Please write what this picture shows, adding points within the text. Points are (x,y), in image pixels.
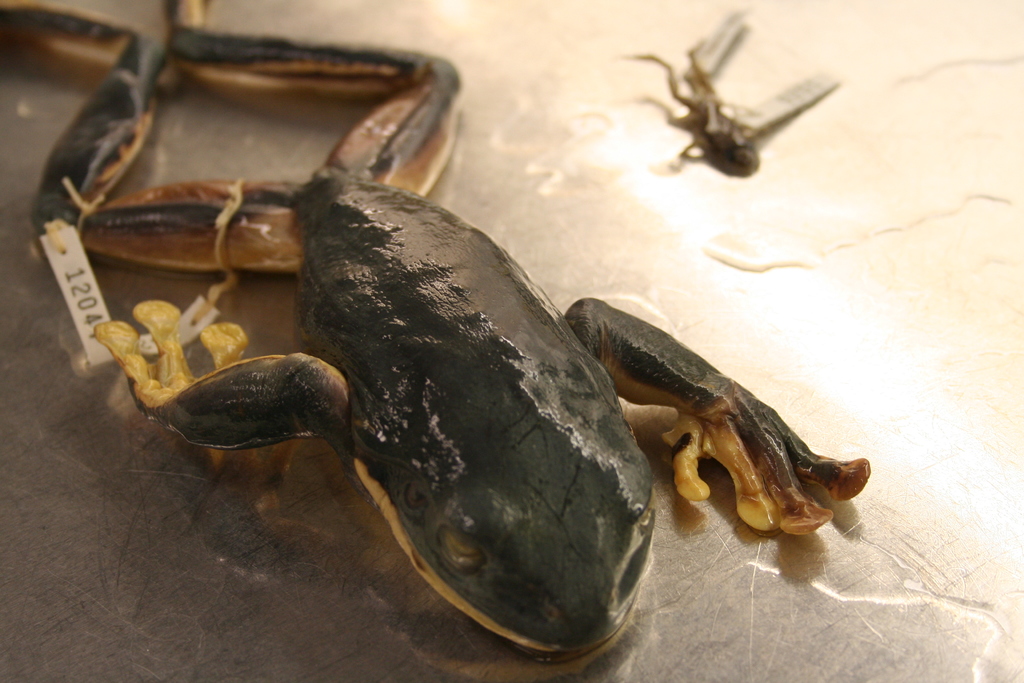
In this image we can see a frog (339,265) with a tag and a frog (734,151) on the tray (822,183).
